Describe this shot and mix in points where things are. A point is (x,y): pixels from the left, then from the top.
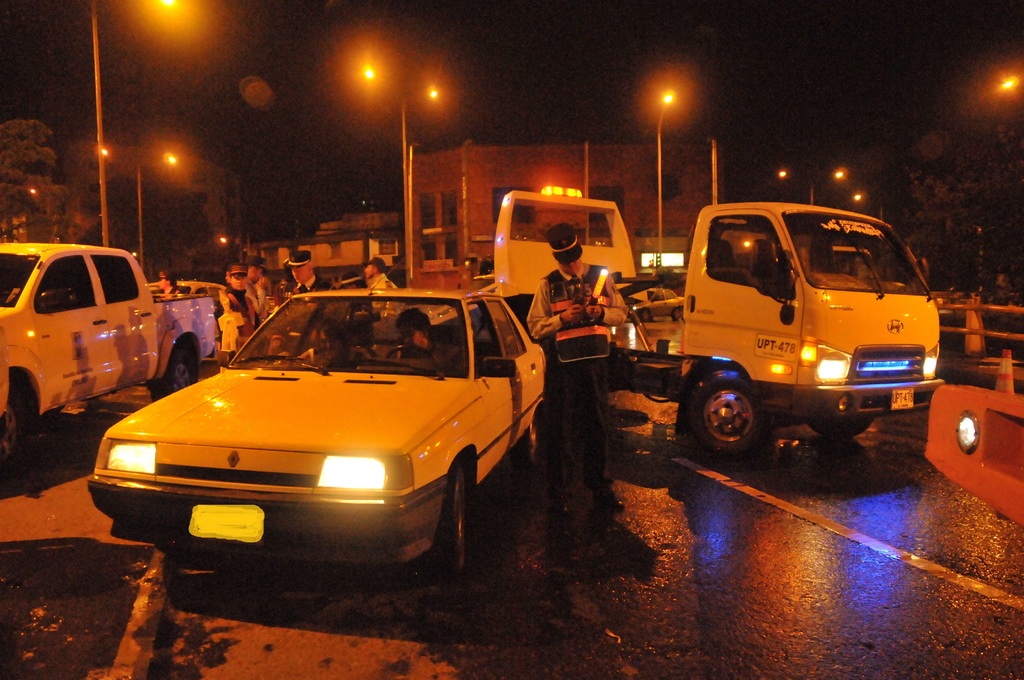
In this image, we can see vehicles (535,264) and people (555,247) on the road (747,477) and in the background (608,168), there are lights (103,181), trees (38,180), buildings (697,179) and we can see traffic cones (1010,379).
